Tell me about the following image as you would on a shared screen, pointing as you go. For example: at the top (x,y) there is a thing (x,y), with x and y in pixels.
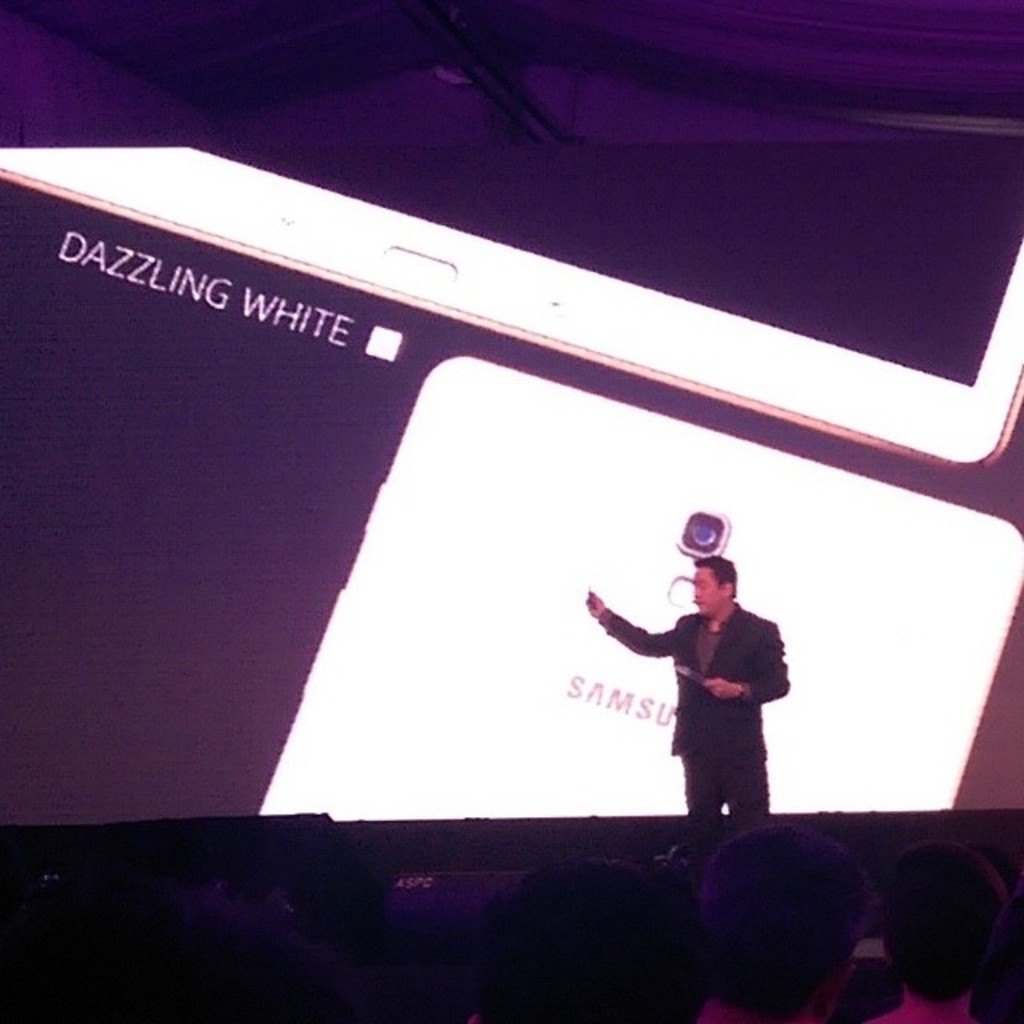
On the right side (707,582), there is a person (721,597) standing on a stage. In front of him, there are persons (241,919). In the background (783,337), there is a screen (595,299).
